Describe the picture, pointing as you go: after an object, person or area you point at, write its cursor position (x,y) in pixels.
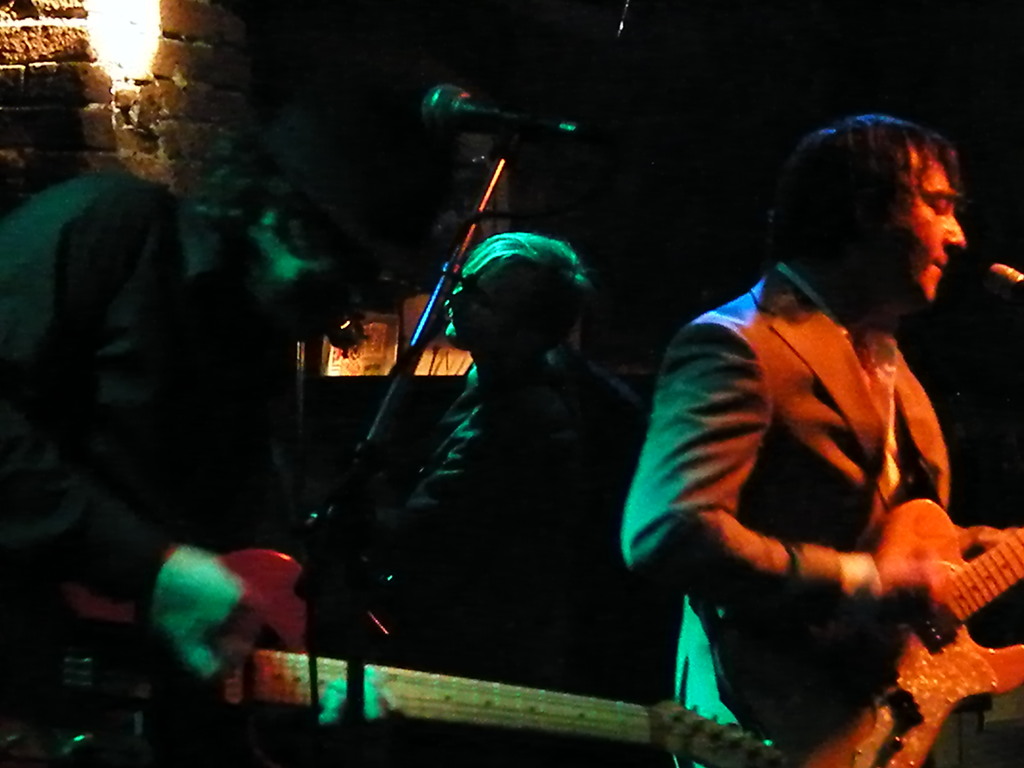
In the image there are three people (605,582) standing and playing their musical instruments (998,571) in front of a microphone (436,114), in background (150,110) there is a brick wall (165,106) and a light (142,56).
